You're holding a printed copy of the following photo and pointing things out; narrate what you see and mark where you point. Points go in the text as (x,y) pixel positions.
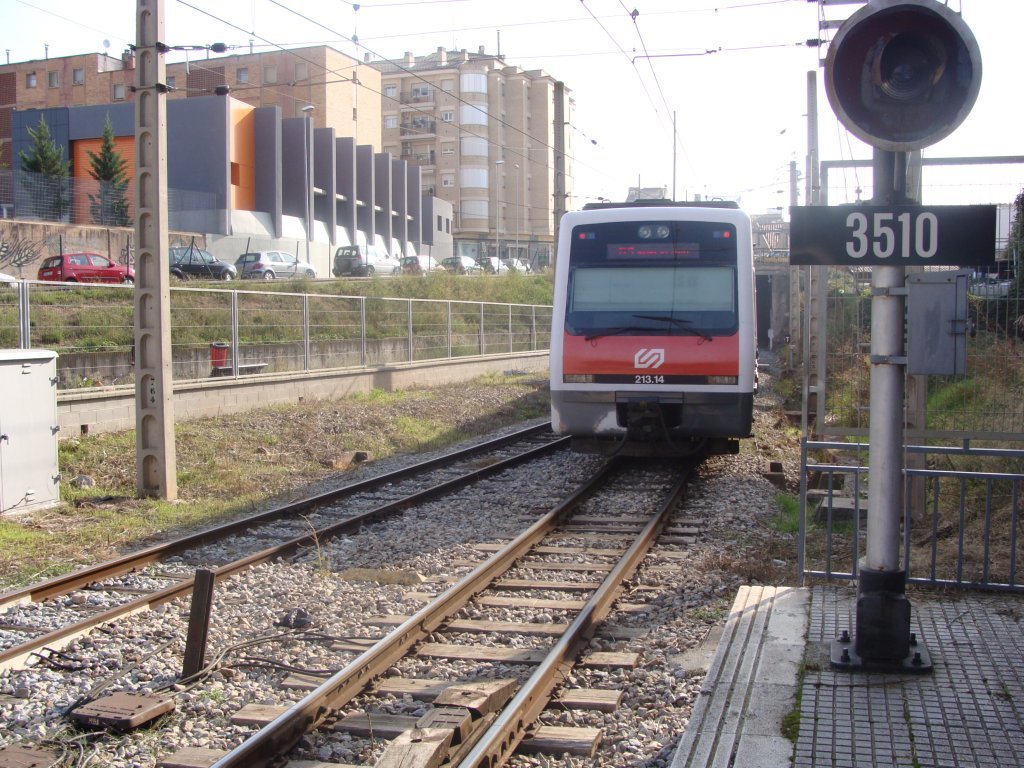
In this picture I can see few buildings (301,114), trees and few cars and I can see poles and a train (682,423) moving on the railway track (574,576) and I can see another track (246,529) on the side and I can see a cloudy sky (655,89) and a metal fence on the left side (239,334).
